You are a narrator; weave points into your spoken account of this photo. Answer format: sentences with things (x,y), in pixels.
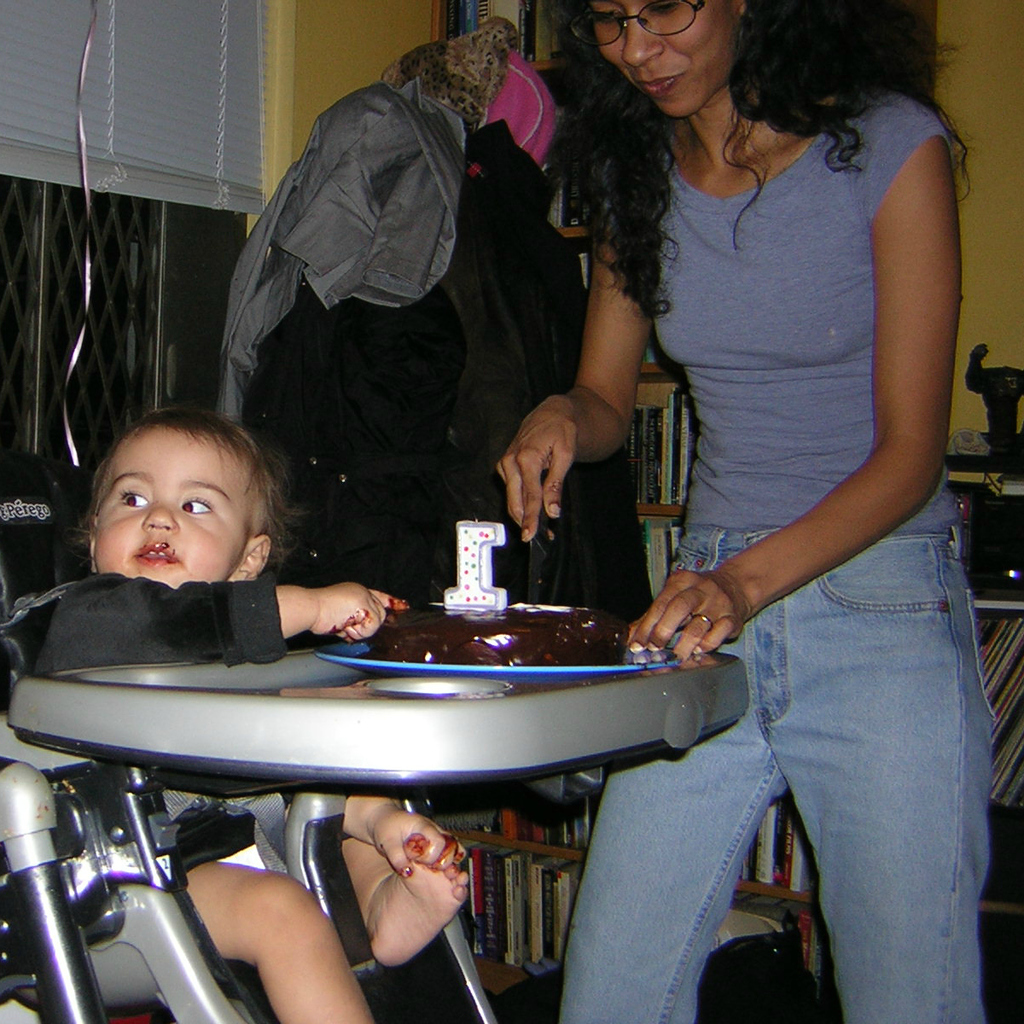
In the image we can see a woman (732,419) standing, wearing clothes (791,491), finger ring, spectacles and holding a knife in hand (524,481), and here we can see a baby (159,657). Here we can see cake (512,624), books (508,821), wall (1015,155) and window blinds (133,84).
